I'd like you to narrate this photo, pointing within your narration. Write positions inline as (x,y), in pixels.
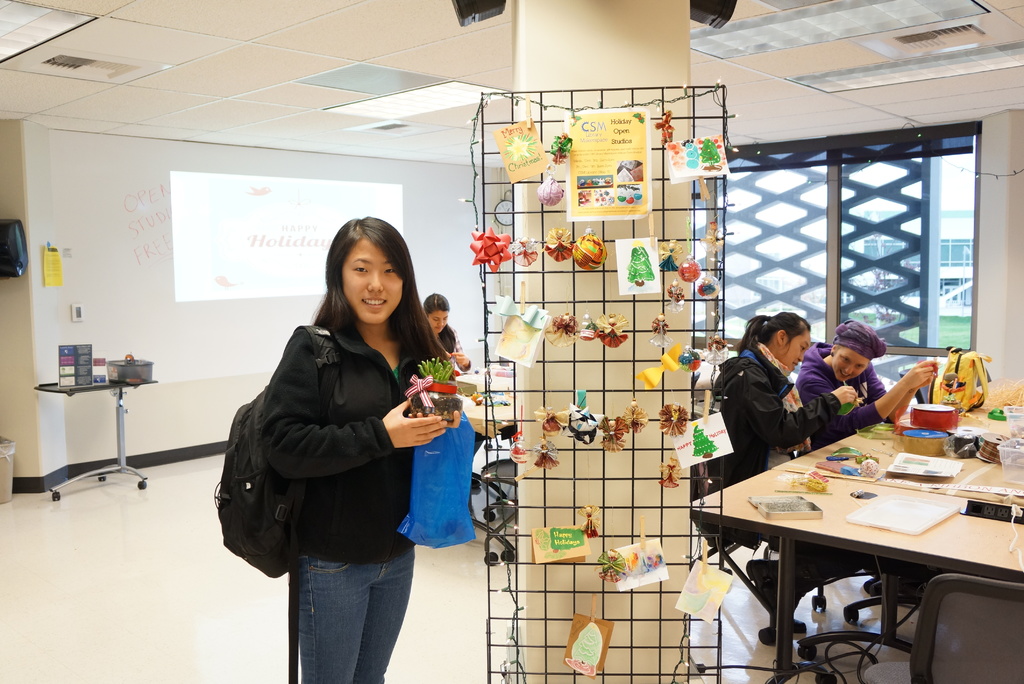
In the middle (382,313) left, a woman (377,642) is standing and wearing a bag (267,495) which is black in color and holding a houseplant (445,403) in her hand (419,438). In the right middle (739,409), two person (762,454) are sitting on the chair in front of the table (763,486) on which papers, boxes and so on kept. The background wall (77,232) is white in color on which screen (226,210) is there. A roof top (325,44) is light yellow in color on which light (861,10) is mounted. In the middle (489,372) there is a net (694,270) on which handicraft (585,316) are hanged. This image is taken inside a room (598,408).
